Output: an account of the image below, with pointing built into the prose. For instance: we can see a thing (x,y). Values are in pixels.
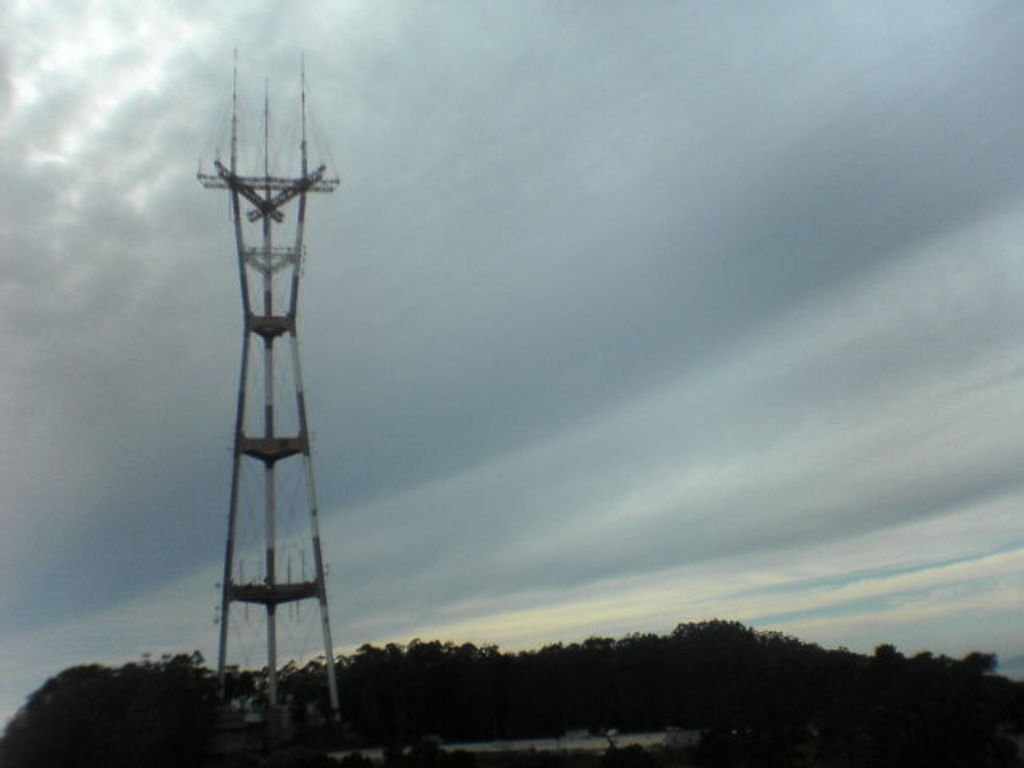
Here in this picture we can see a tower (254,263) present on the ground (264,721) over there and on the ground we can see plants (482,756) and trees (611,708) covered all over there and we can see the sky (126,468) is fully covered with clouds (211,244) over there.
